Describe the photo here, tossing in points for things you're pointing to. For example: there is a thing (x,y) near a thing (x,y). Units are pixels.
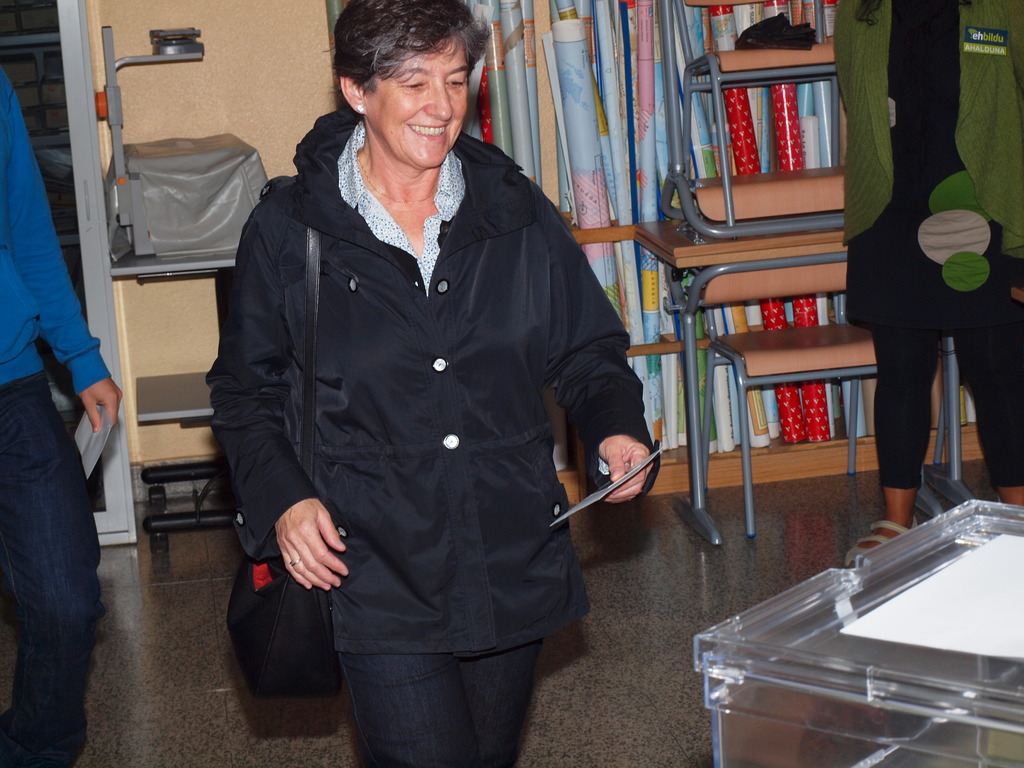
Here we can see a woman (461,83) standing on the floor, and she is smiling, and at back (606,115) here are the maps (579,135), and here is the wall (321,71), and here are the some objects (863,588).
